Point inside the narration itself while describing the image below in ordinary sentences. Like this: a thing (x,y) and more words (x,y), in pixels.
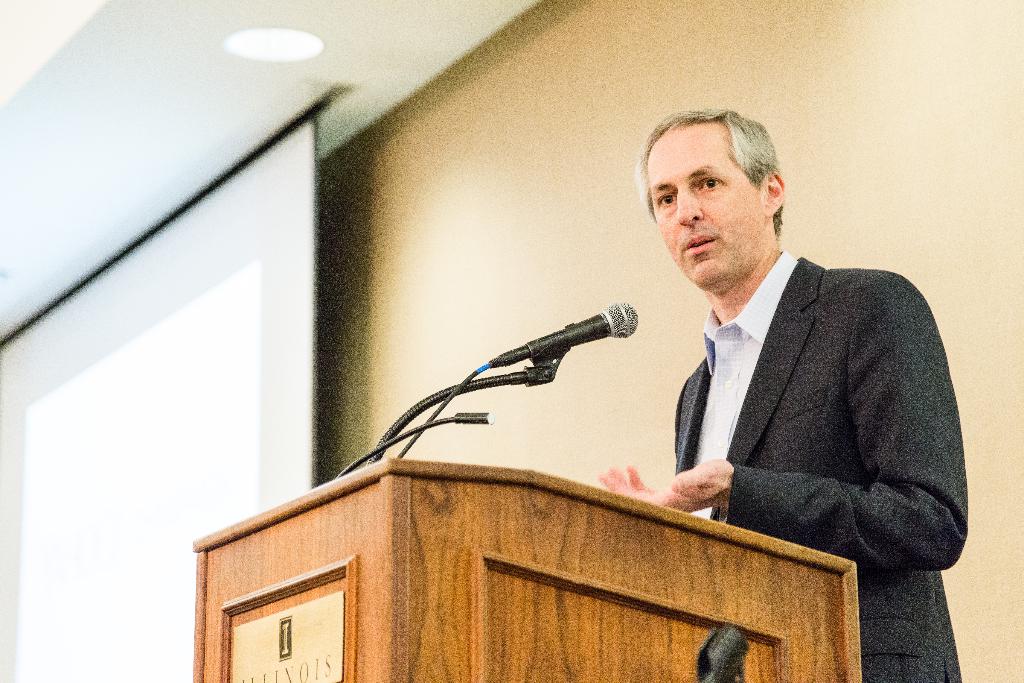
In this picture, we can see a man (810,424) in the black blazer (834,472) is standing and explaining something and in front of the man (750,462) there is a podium (536,575) and on the podium (504,558) there is a microphone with stand (408,434) and behind the man (838,400) there is a projector screen (231,370), wall (436,301) and there is a ceiling light (265,48) on the top (279,51).
